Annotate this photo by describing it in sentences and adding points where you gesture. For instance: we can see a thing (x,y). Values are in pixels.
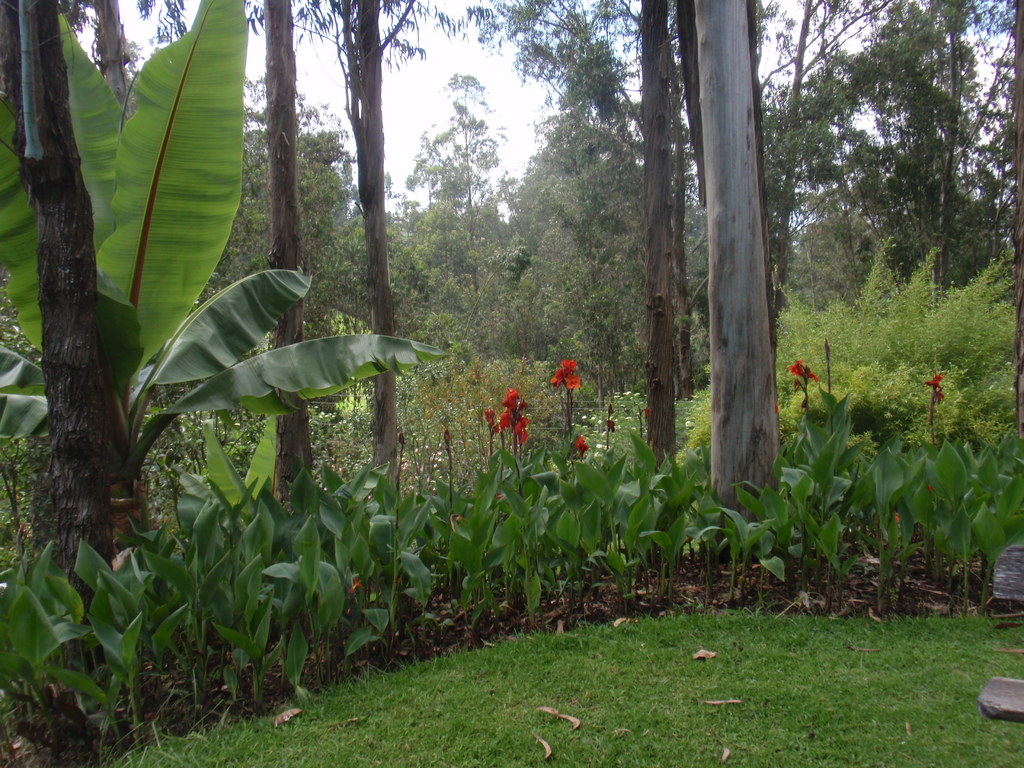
At the bottom of the image (697,699) there is grass (647,678) on the surface (727,684). There are plants (560,508), flowers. In the background of the image (564,237) there are trees (454,226) and sky (434,81).
